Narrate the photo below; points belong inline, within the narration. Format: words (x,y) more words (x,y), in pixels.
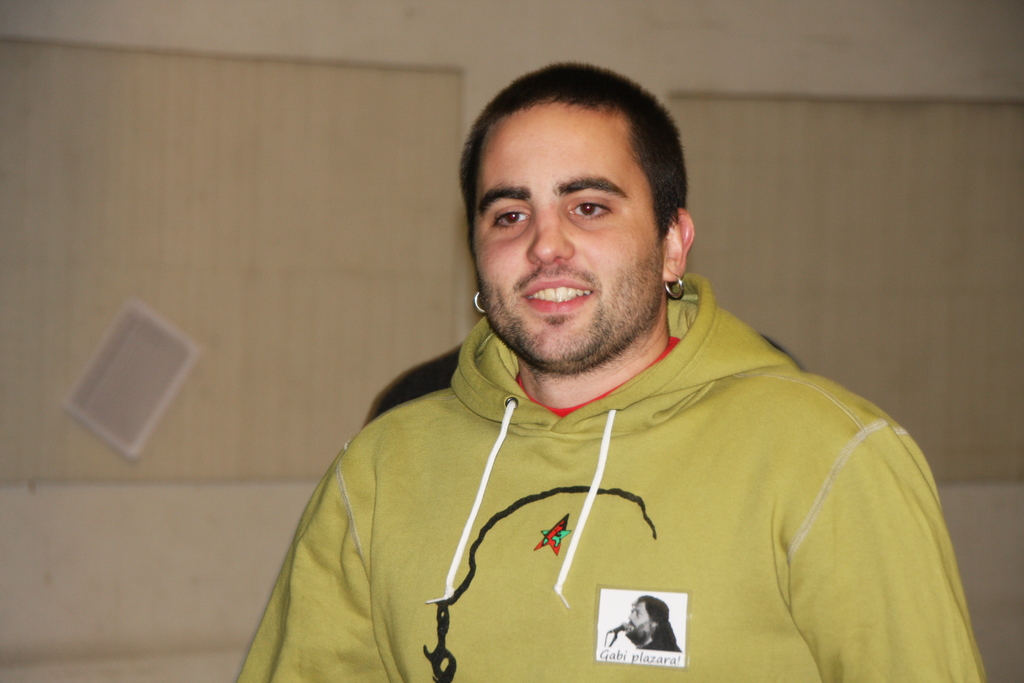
In this image, I can see the man (560,580) smiling. In the background (269,424), It looks like a wall (929,408).
